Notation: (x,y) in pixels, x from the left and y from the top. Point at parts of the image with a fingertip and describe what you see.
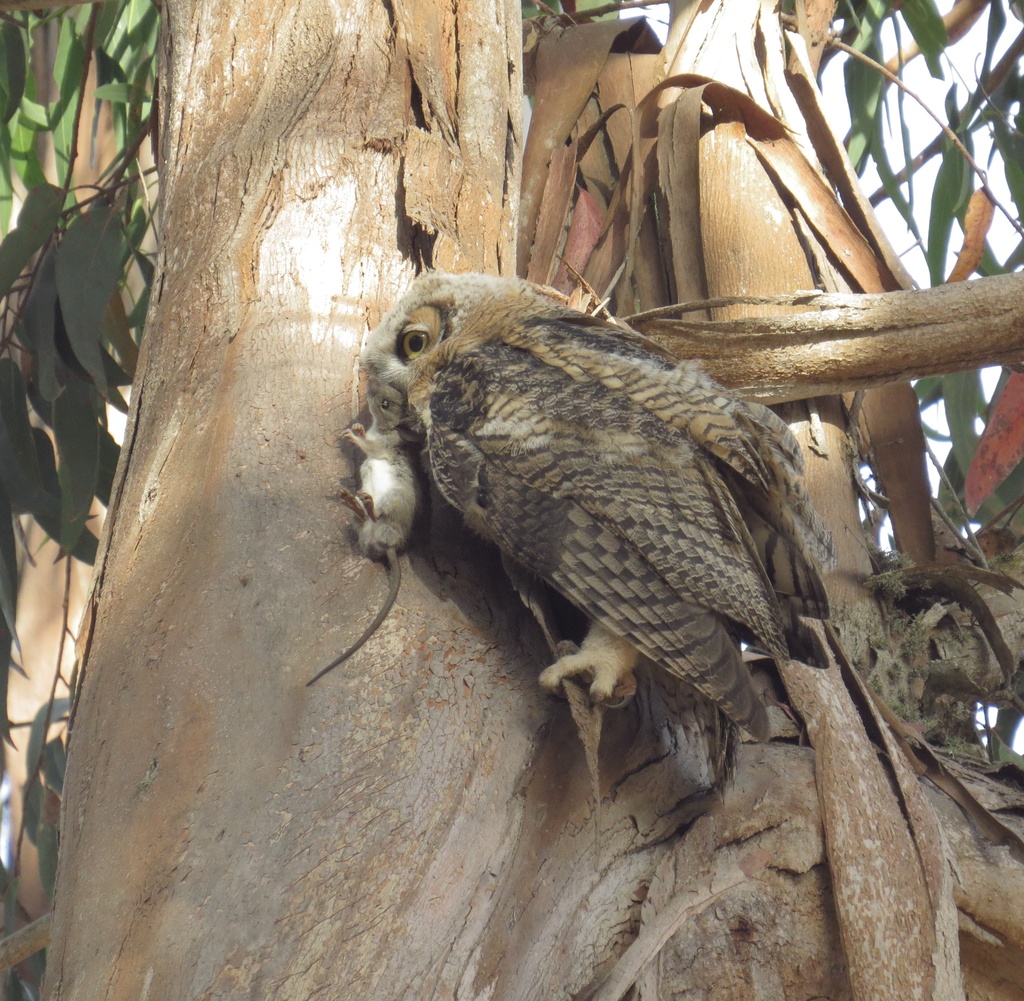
In this image I can see a tree (313,392) and on it I can see an owl (465,282). I can also see this owl (474,440) is holding a rat (354,425). On the top right side of the image (973,41) I can see the sky (984,146).
